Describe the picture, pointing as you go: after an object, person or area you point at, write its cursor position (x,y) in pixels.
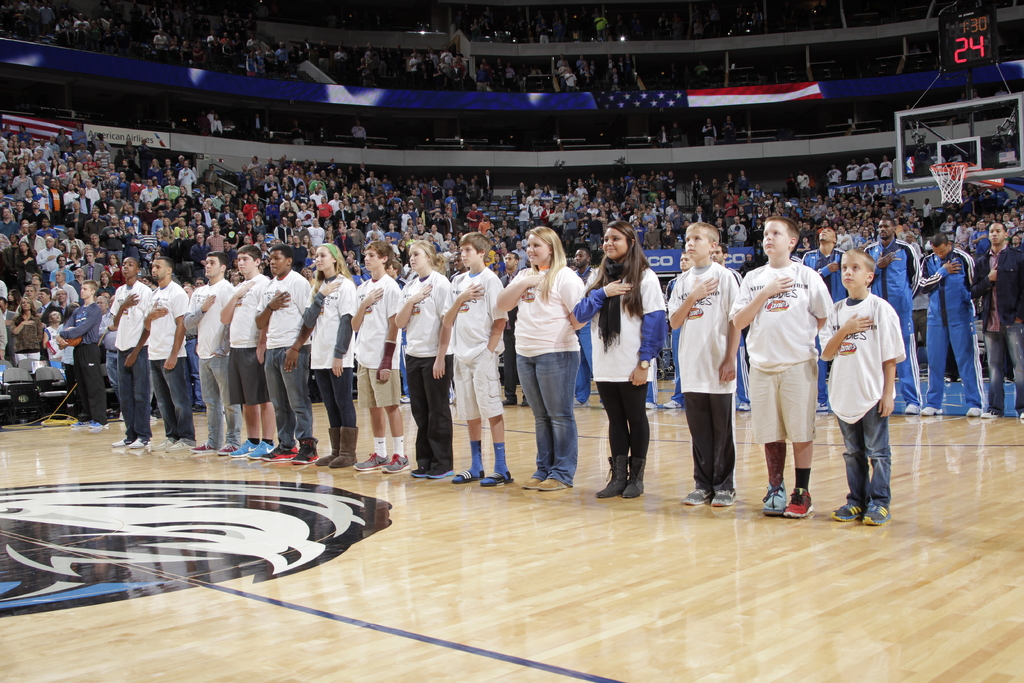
In this image we can see a few people (127,363) standing on the floor (896,427). In the background (283,174), we can see the spectators (581,219) and they are standing on their positions. Here we can see the LED timer display screen (960,53) on the top right side (977,28). Here we can see the backboard (976,139), hoop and net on the right side (986,176).
